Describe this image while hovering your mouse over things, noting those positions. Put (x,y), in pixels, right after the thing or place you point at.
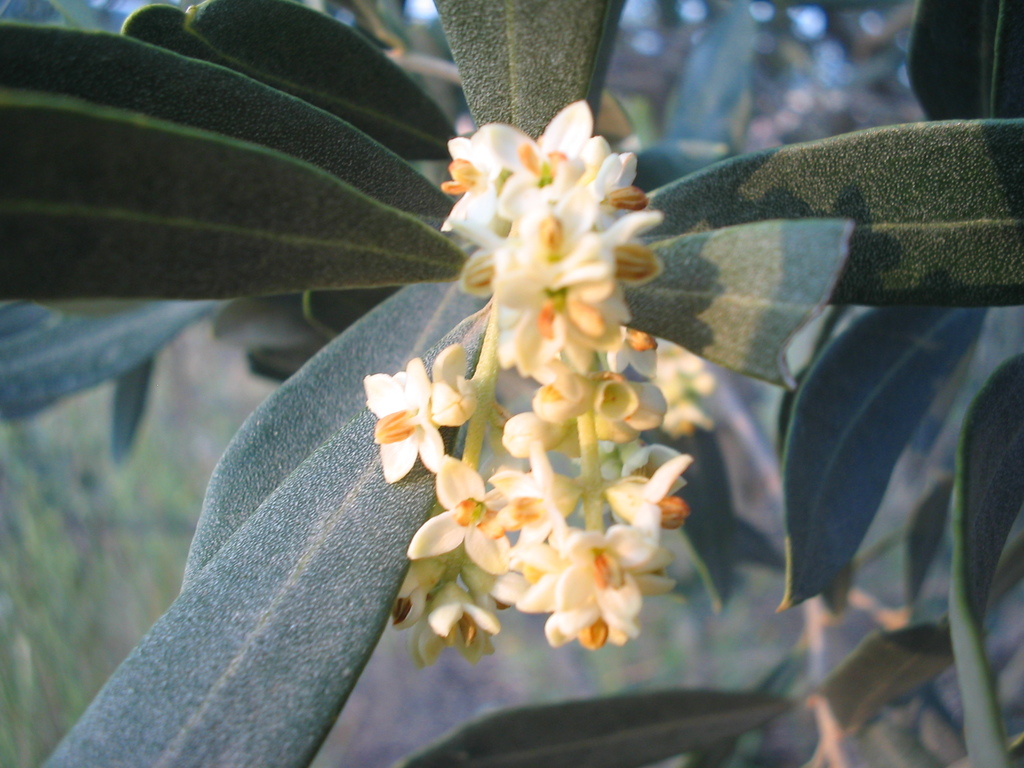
In this image we can see a plant (373,360) with the bunch of flowers (455,398) to it.
